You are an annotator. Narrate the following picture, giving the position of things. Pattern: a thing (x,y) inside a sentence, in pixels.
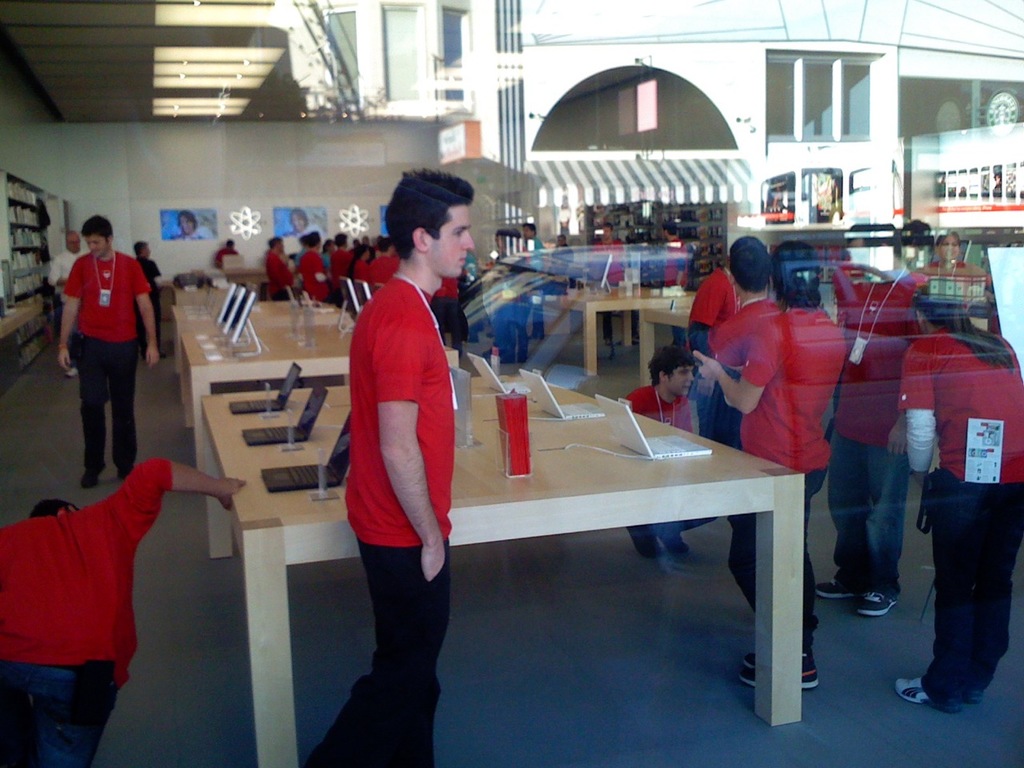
In this image we can see some people (933,518) in a room (784,328) and it looks like a store (249,239) and there are few tables (518,511) with laptops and some other objects (302,340). We can see lights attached to the ceiling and we can see the reflection (746,14) of few buildings (327,35) on the glass (609,19).
